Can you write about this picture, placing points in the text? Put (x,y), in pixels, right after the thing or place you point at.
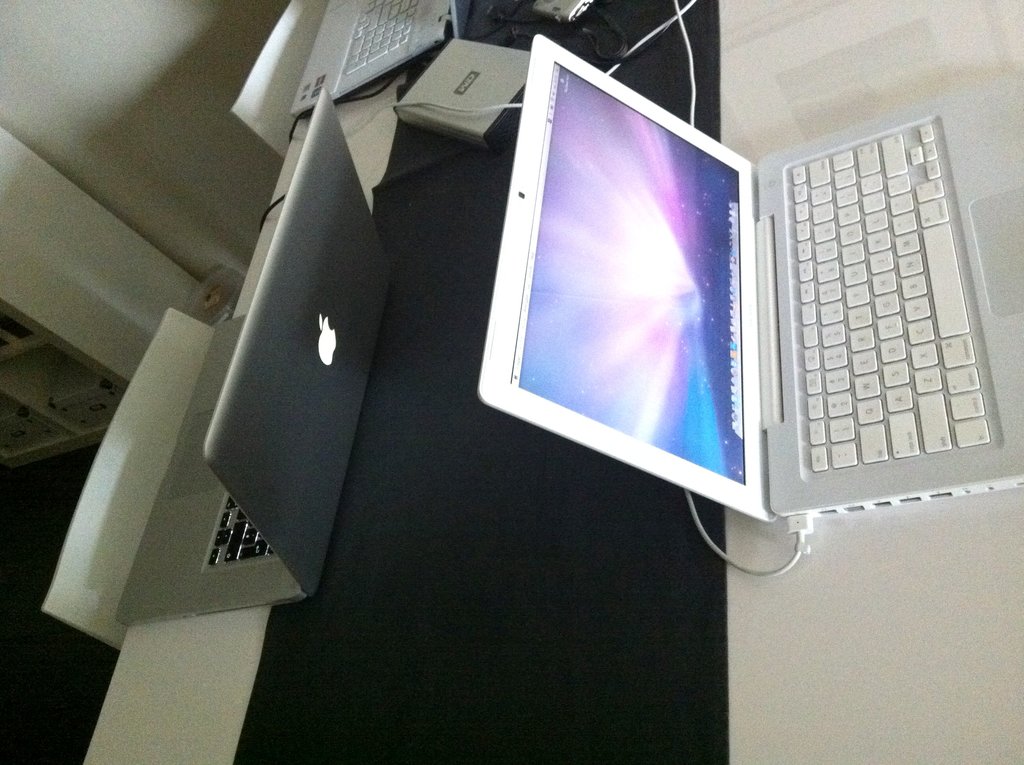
In this image there is a table (835,102) on that table (779,84) there are laptops (594,214), beside the table (288,147) there are chairs (286,120).
